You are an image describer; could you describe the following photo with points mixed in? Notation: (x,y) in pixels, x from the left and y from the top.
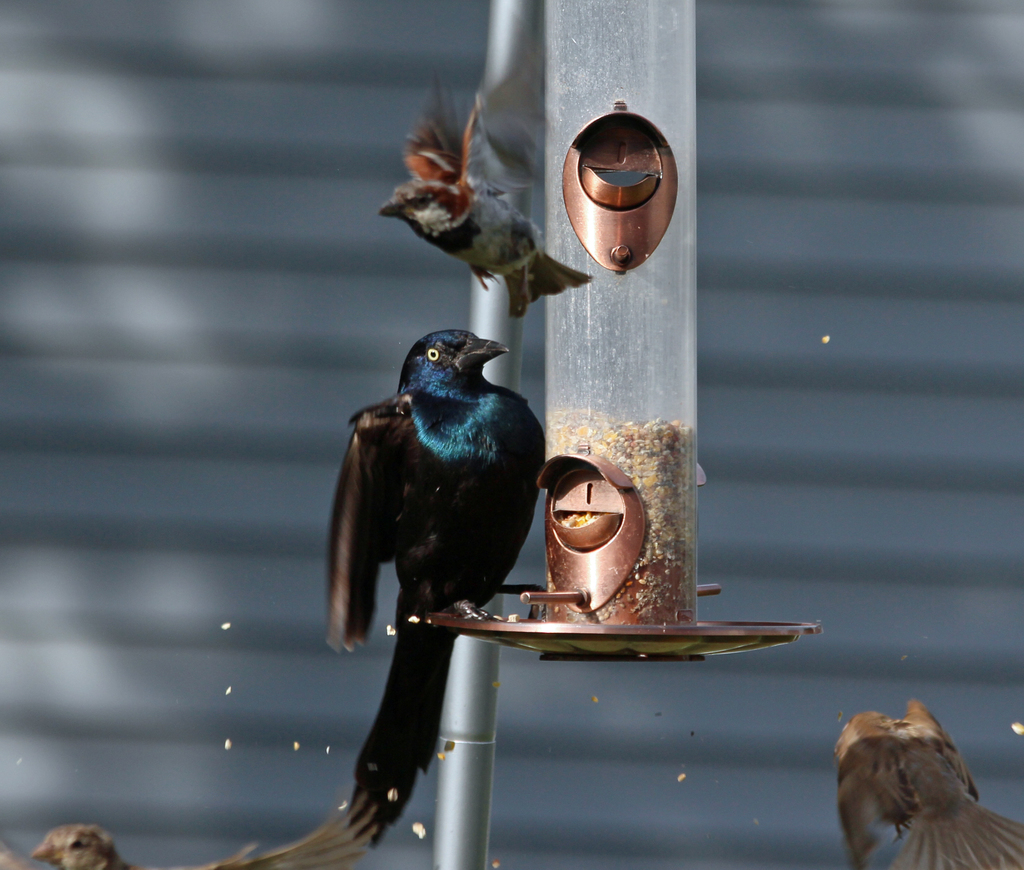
In this image we can see a bird (384,545) on the stand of a bird feeder (478,634). We can also see a pole (514,377) and some birds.
